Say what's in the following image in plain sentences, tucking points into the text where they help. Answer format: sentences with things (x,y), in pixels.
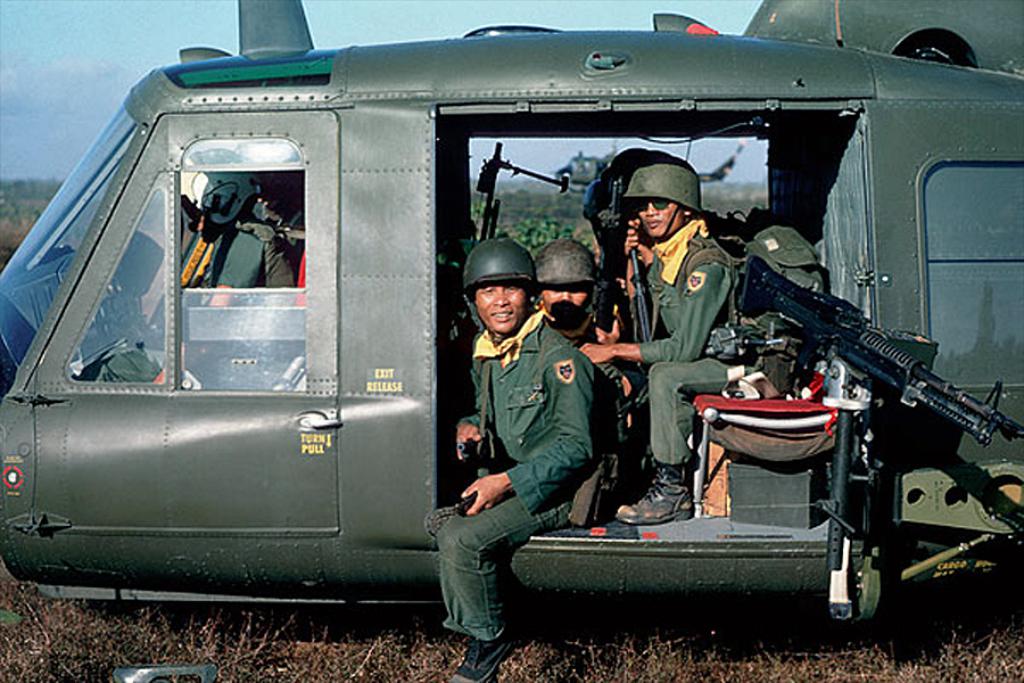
In this image in the center (362,387) there is one vehicle (200,527), in that vehicle (147,491) there are some people (659,314) who are sitting and they are holding guns (777,284). And in that vehicle (327,239) there are some other objects (773,408), at the bottom (285,654) there is grass (577,656) and in the background (28,212) there are some trees (13,202) and a helicopter (595,167).
